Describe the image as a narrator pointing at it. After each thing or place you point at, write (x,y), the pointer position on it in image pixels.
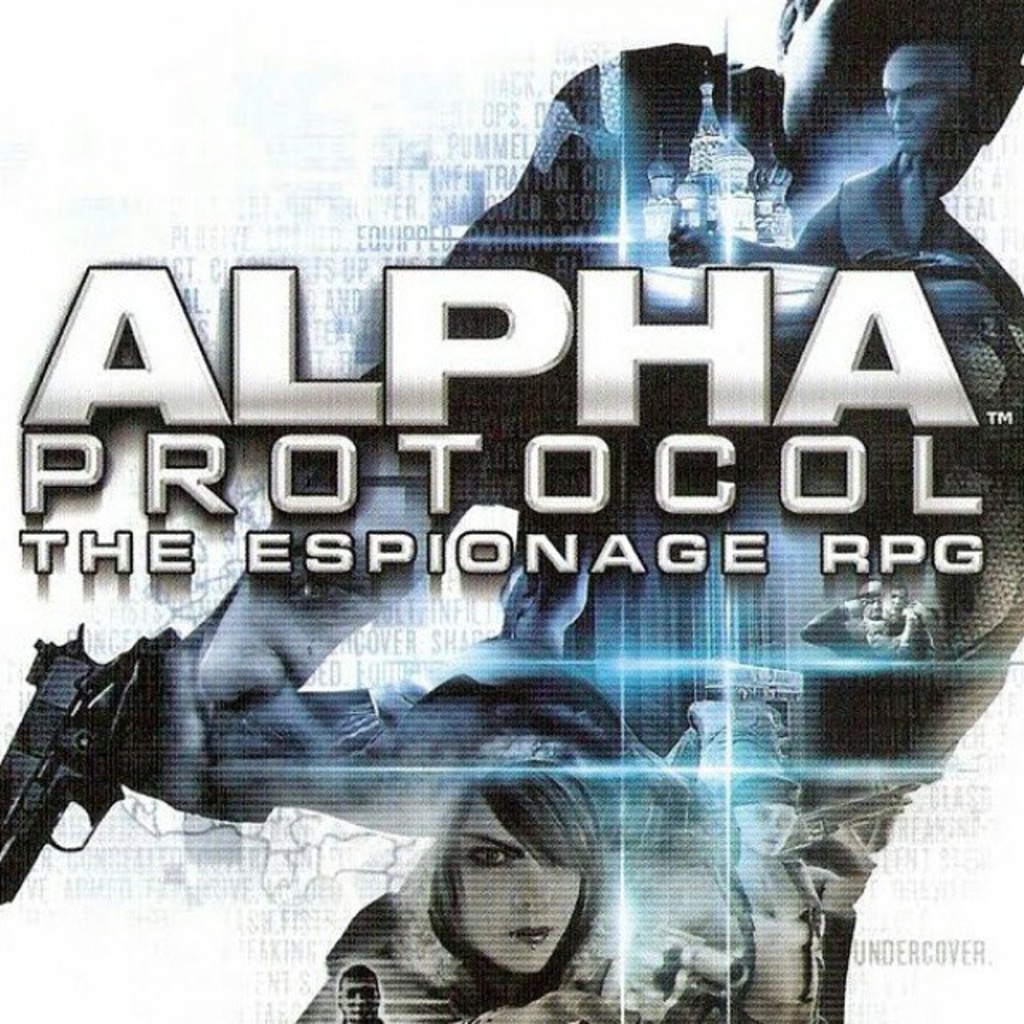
In this image we can see the poster (316,314) with text (456,204) and images (690,627).
